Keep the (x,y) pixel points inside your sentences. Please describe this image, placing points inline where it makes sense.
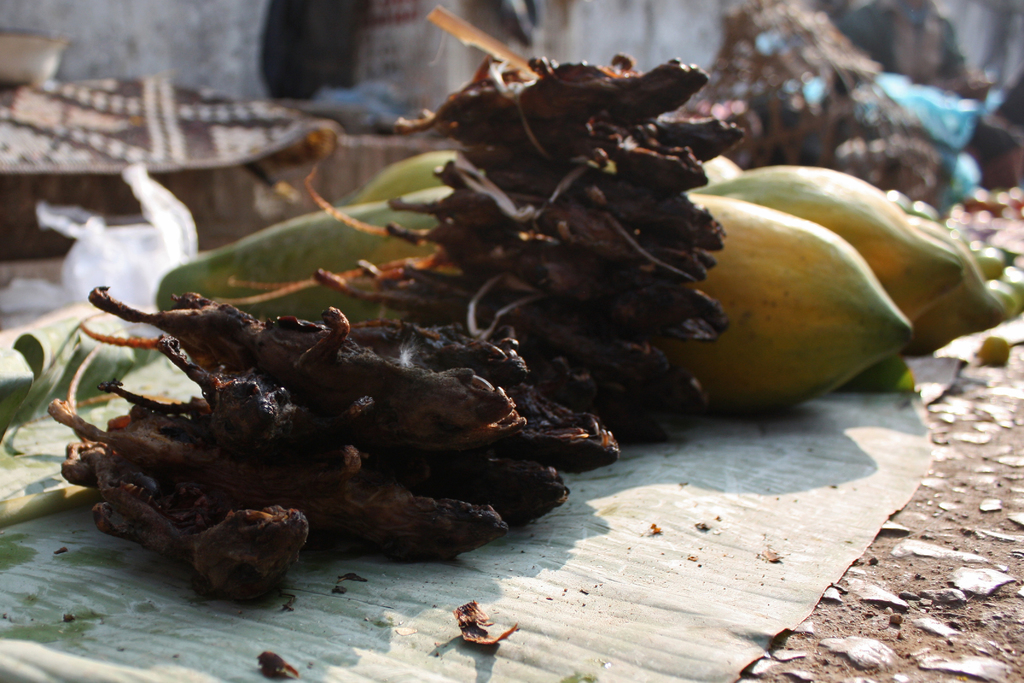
In this image I can see a food (635,381) on the banana leaf (732,550). Food (633,327) is in yellow, green and brown color. Background (210,133) is blurred.
